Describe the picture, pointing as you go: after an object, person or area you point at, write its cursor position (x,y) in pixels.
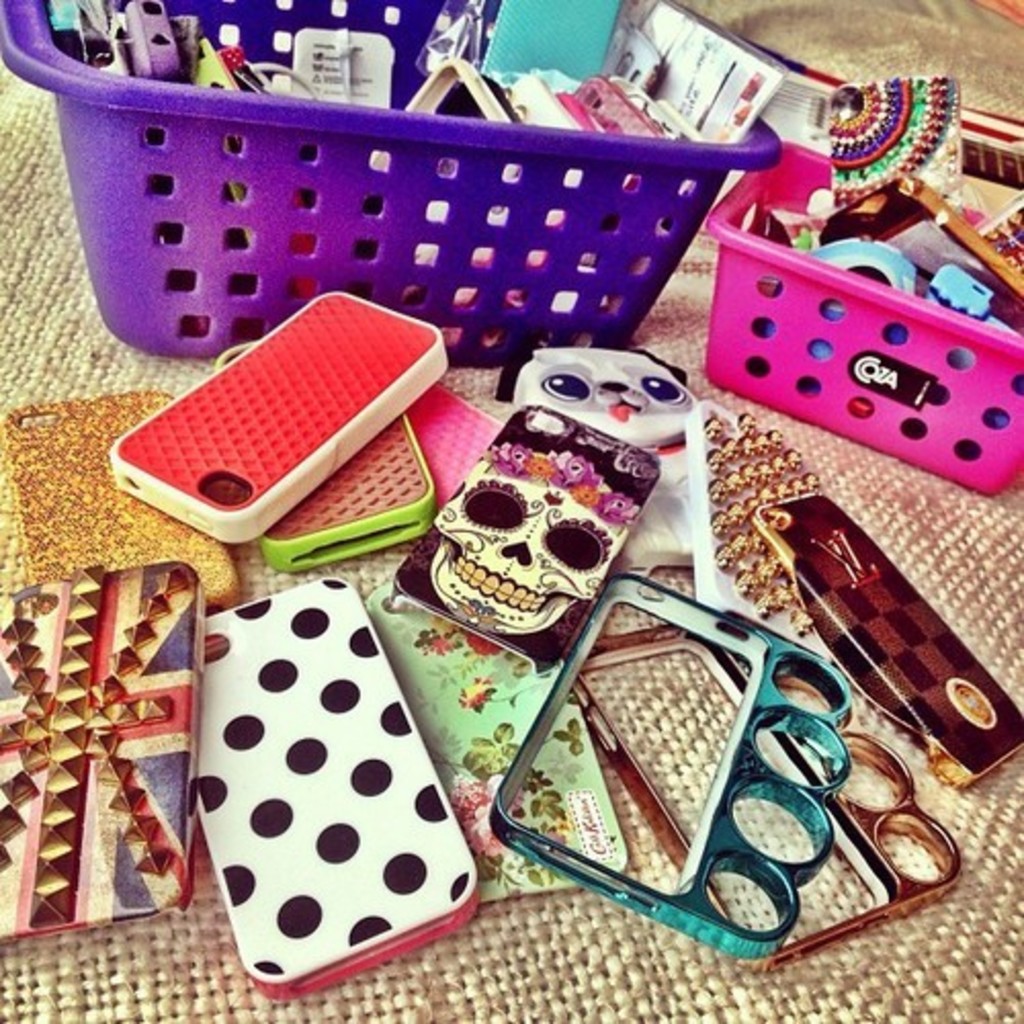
In the foreground of this image (393,580), there are phone cases (713,858) on a mat (652,972). In the background (697,139), there are phone cases (925,184) in two baskets (709,232).
